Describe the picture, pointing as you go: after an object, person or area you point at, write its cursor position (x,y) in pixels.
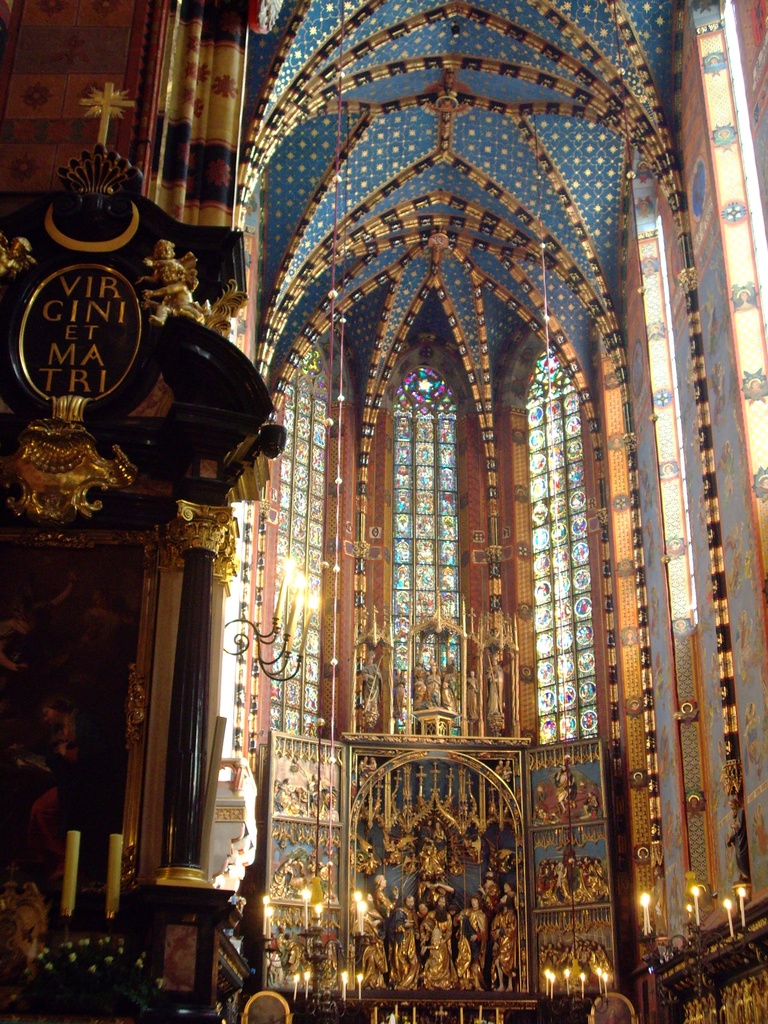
This picture shows inner view of a building (26,53). We see designer glass (430,472) and few statues (413,962).
